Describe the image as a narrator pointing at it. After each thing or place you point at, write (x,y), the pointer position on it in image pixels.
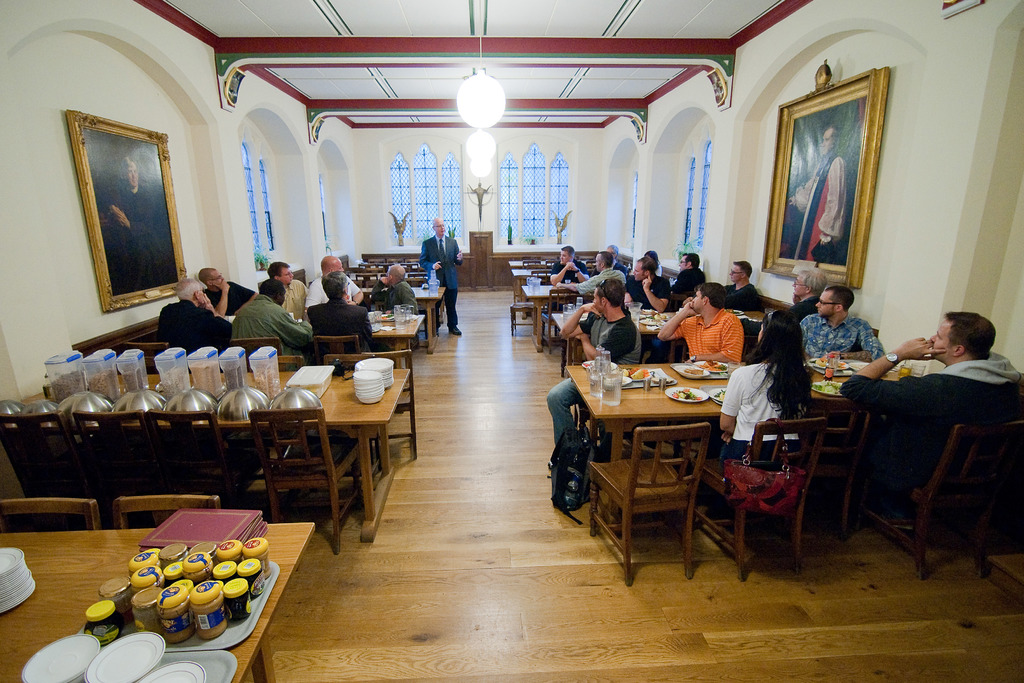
Group of people (195,288) are sitting at tables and listening to a man (433,247) who is standing and speaking.
